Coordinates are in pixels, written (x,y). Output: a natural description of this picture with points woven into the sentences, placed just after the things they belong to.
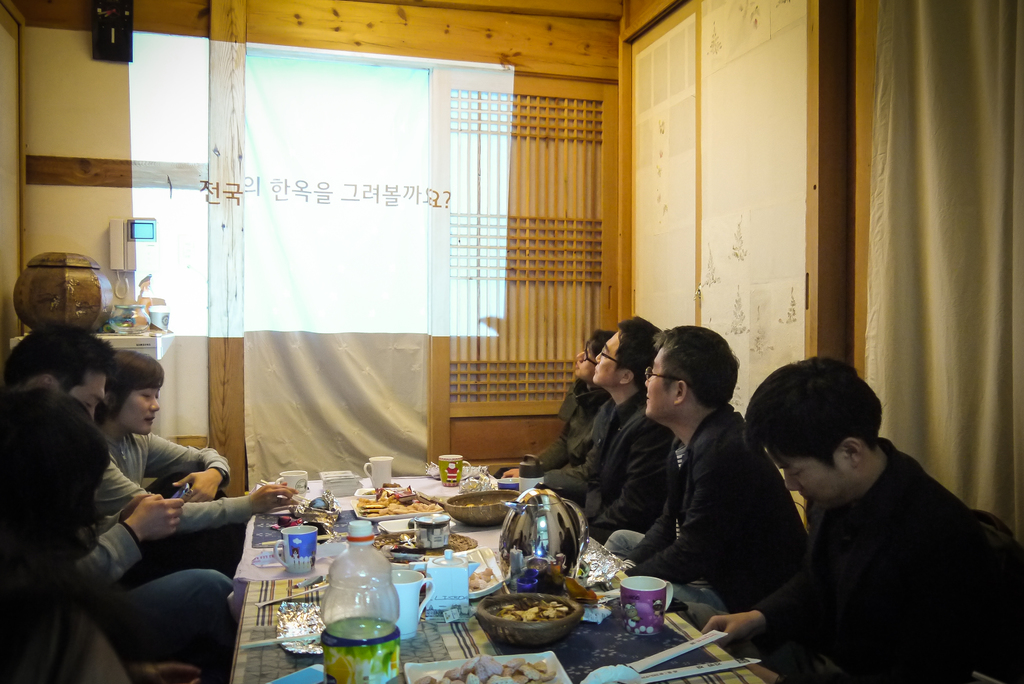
There is a group of people (571,409). They are sitting on a floor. On the right side (697,473) three persons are wearing a spectacle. On the left side (131,506) person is holding a mobile phone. There is a table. There is a plate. cup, saucer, spoon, jar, food items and tissues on a table (447,565). We can see in background (850,197) screen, wall (864,193) and curtain (878,188).
